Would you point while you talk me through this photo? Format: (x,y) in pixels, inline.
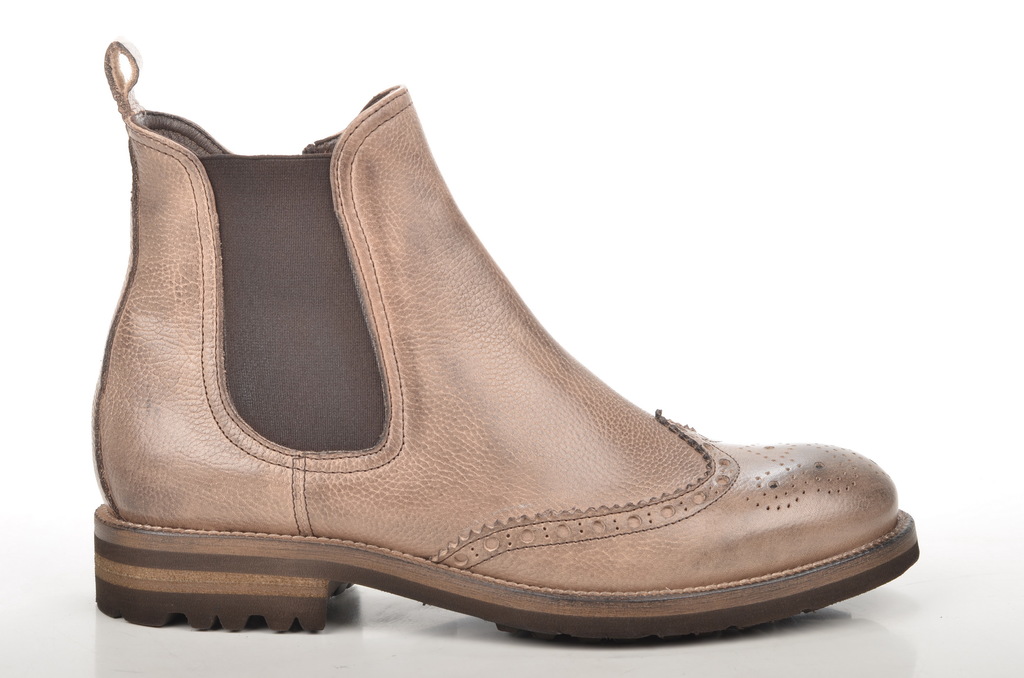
In this image we can see a boot (451,421) which is placed on the surface (302,654).
